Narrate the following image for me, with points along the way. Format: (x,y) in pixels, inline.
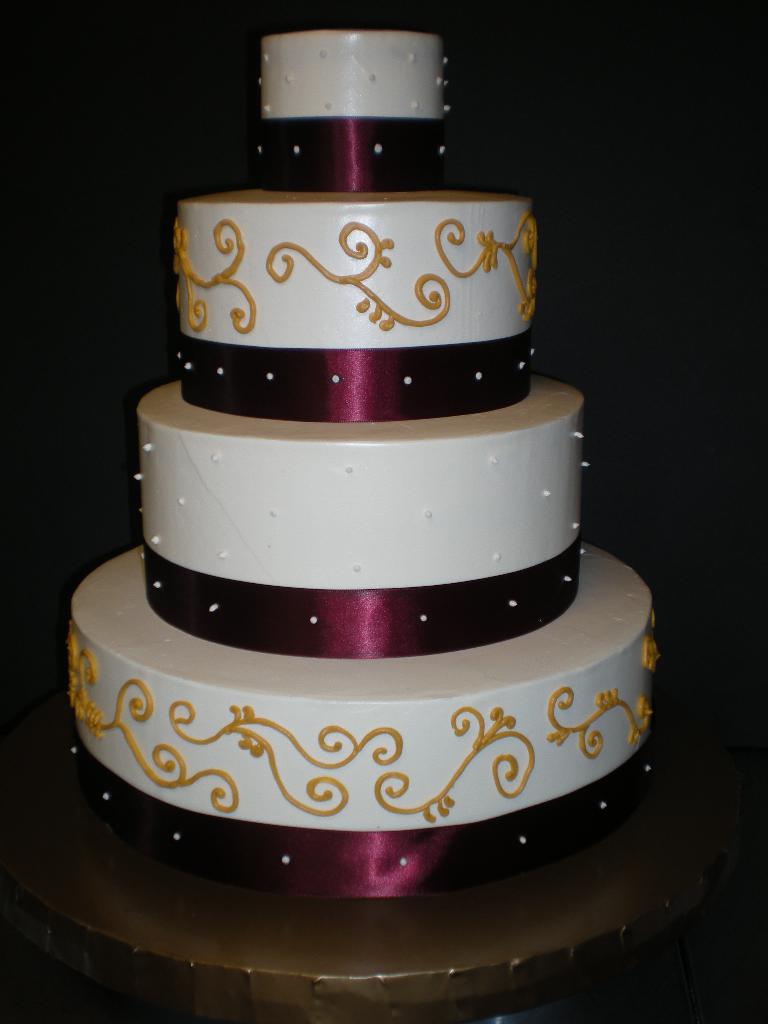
This is a picture of a cake (363,611), on the cake (257,617) there is a violet color ribbon (427,886). The background (20,259) is dark.
